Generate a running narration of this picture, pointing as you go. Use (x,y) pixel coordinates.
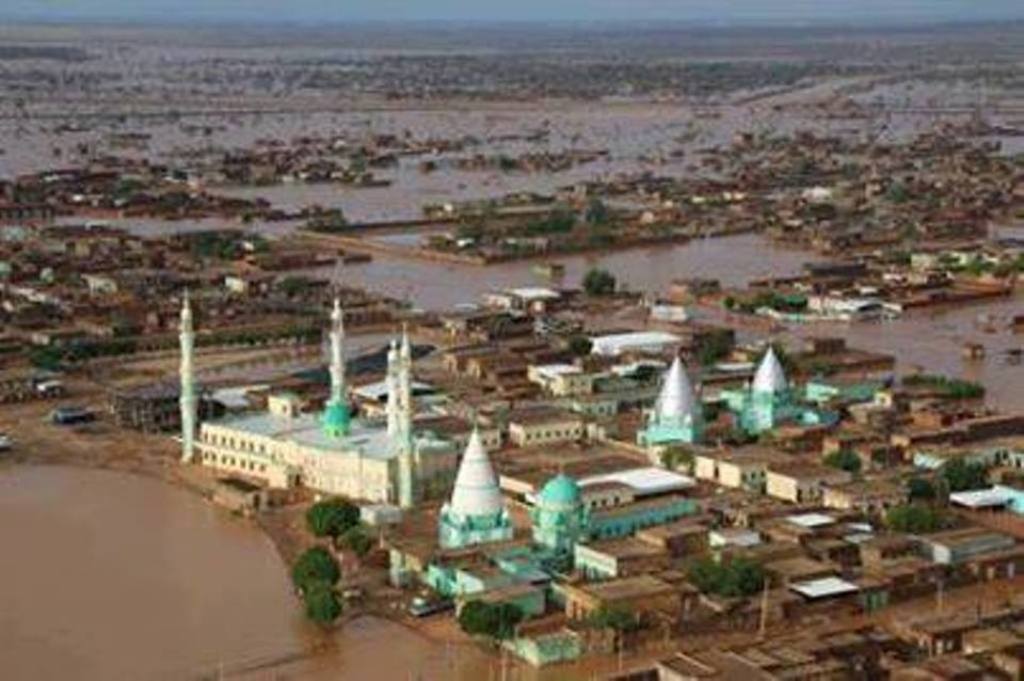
In this picture we can see buildings (990,548), trees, water (976,332) and in the background (144,6) we can see the sky (866,4).
